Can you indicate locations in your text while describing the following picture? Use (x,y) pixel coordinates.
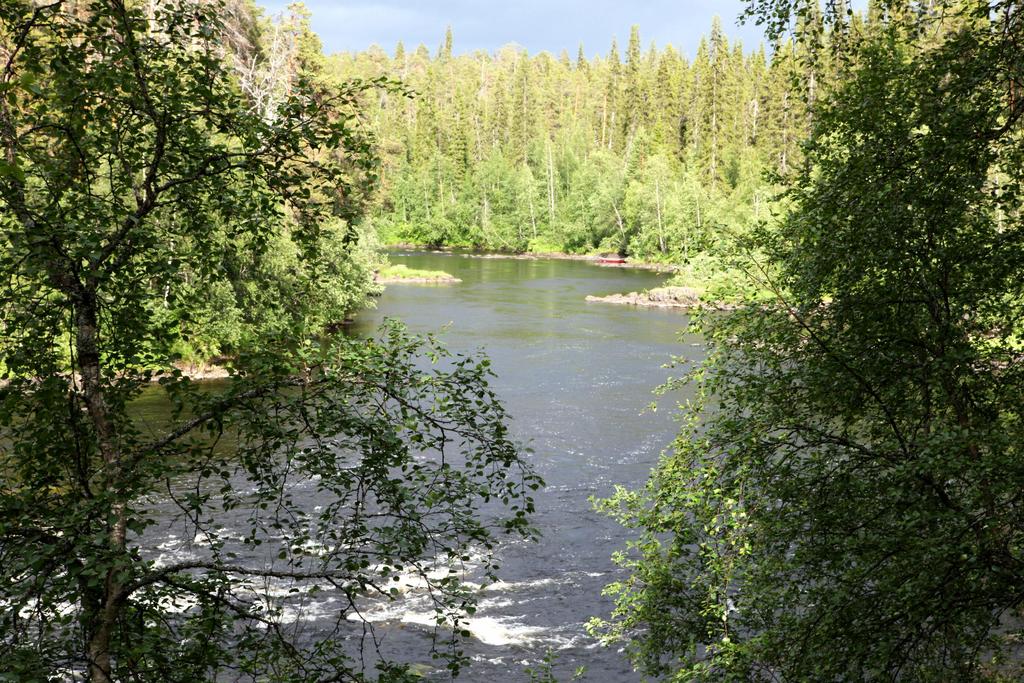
In this image, we can see a lake (519,603) and in the background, there are trees (360,224).
